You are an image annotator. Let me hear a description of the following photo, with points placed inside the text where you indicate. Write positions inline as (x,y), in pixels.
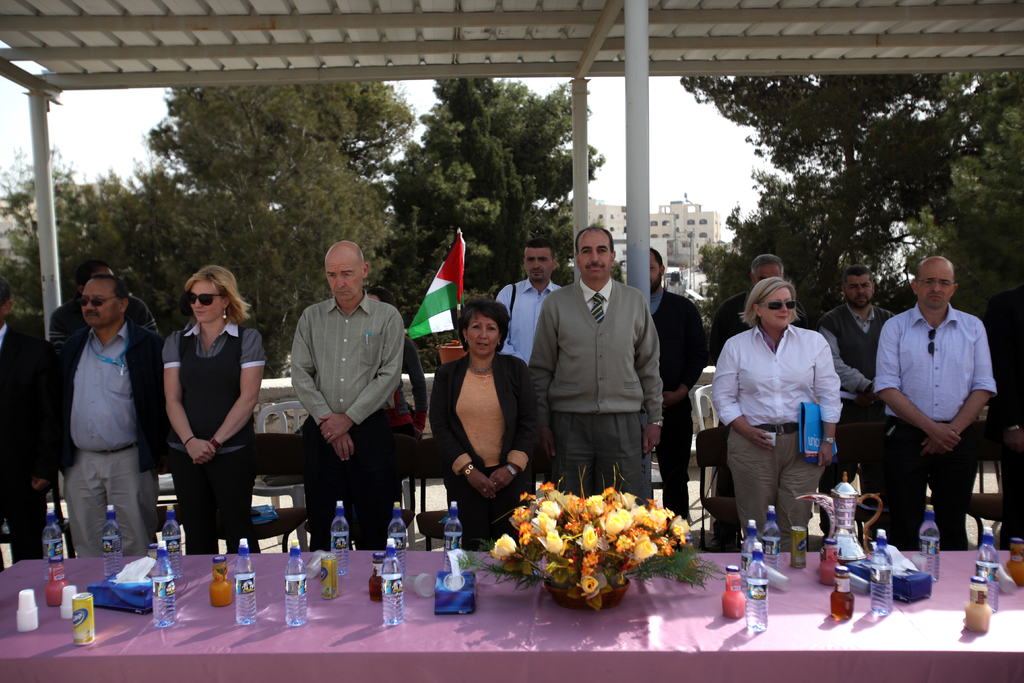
In this picture there is a group of men (15,376) and women (178,460), standing in the front (406,460) and giving a pose into the camera. In the front (465,602) there is a table (232,602) with water bottles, yellow flower basket (586,535). In the background (657,219) we can see some white color building (672,223) and trees (358,84). On the top (593,32) there is a white color metal shed (534,34).
